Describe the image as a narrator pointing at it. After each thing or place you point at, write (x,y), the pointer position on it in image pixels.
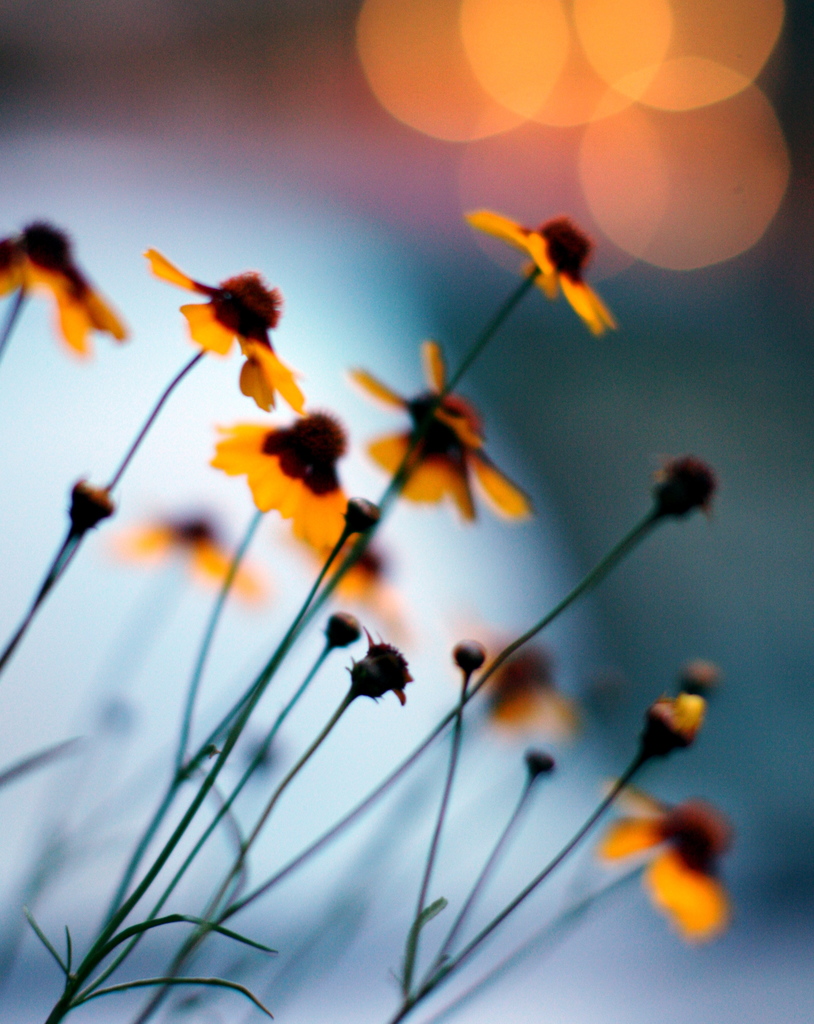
In this picture we can see the orange color small flowers plant (433,463). Behind there is a blur background (191,201).
